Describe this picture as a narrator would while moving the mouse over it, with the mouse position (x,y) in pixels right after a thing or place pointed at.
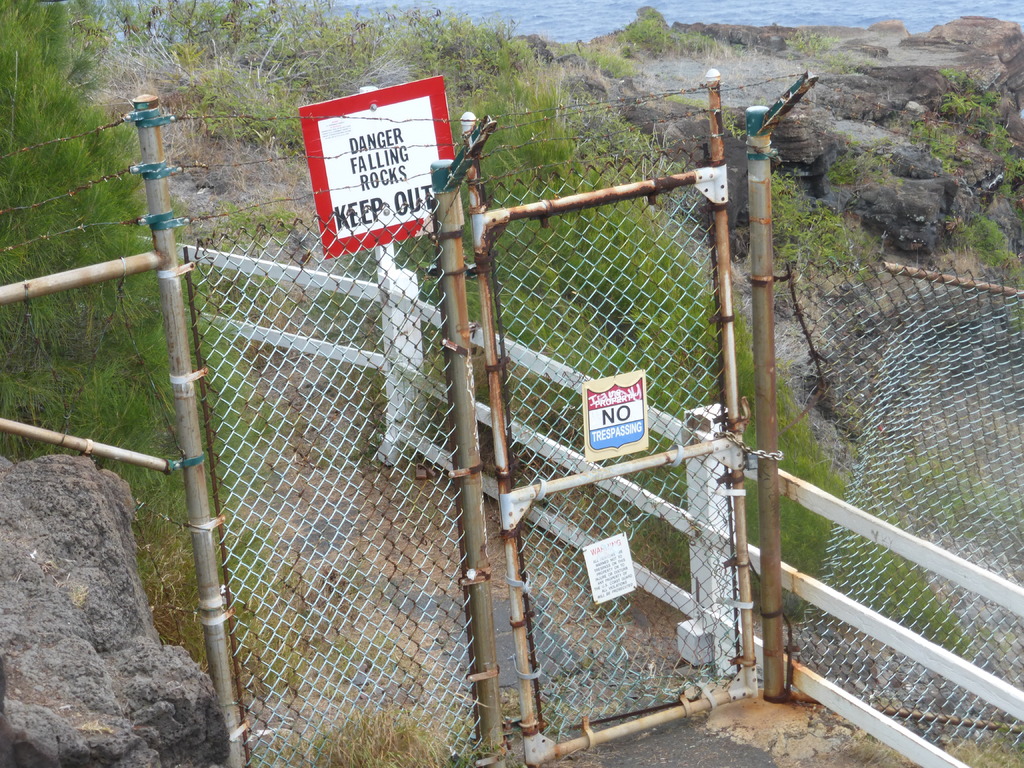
In this picture, there is a fence (620,497) with entrance (619,520), boards (324,196) and metal wires (52,236). At the bottom left (27,688), there is a stone (57,715). In the background (886,65), there are hills (869,197), plants (490,79) and water (523,12).
